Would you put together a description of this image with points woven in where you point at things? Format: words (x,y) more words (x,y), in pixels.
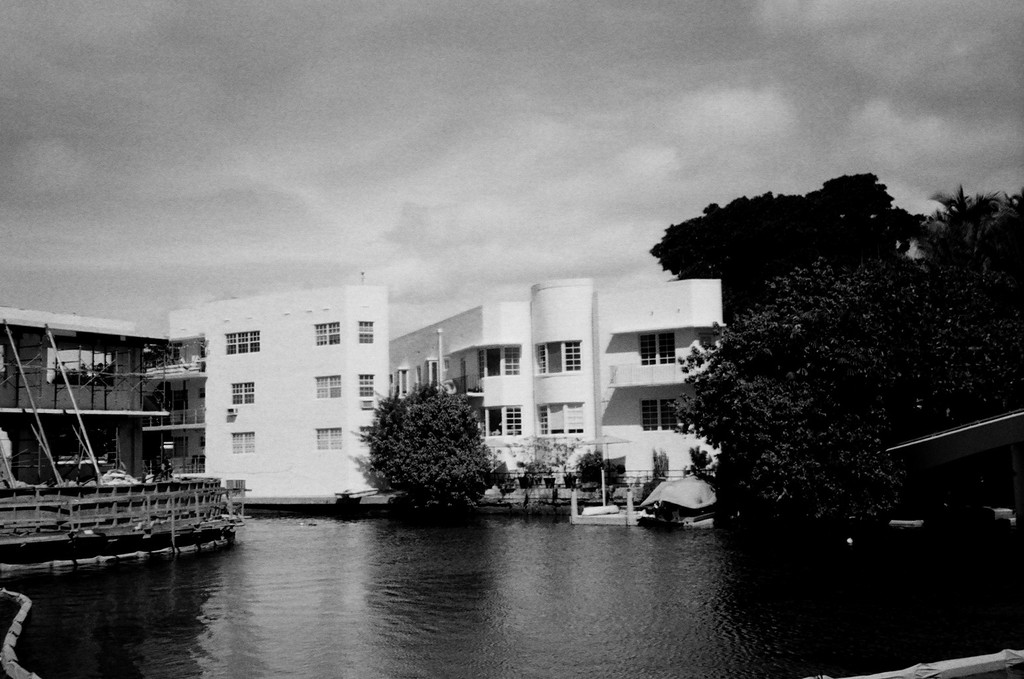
This is a black and white picture. We can see water (450,596). There are few trees (887,380) and buildings (517,324) in the background (397,375). Sky (131,173) is cloudy.
